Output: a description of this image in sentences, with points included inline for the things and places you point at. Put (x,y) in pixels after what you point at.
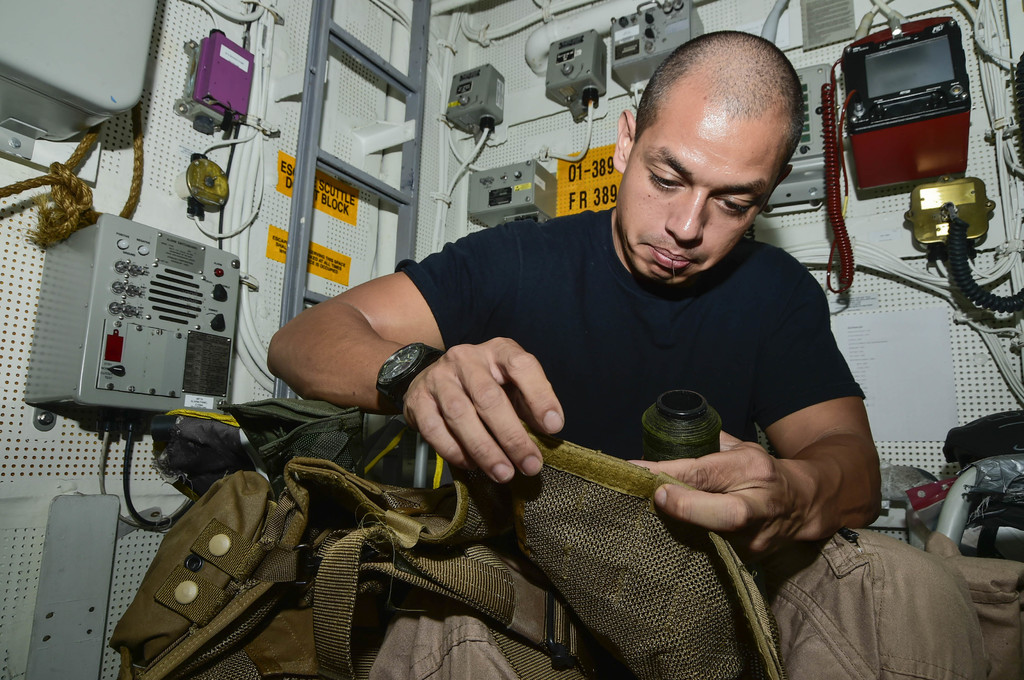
In the image there is a man (504,447), he is doing some work and behind him there are different current metres (92,273) and other machines (655,52).
